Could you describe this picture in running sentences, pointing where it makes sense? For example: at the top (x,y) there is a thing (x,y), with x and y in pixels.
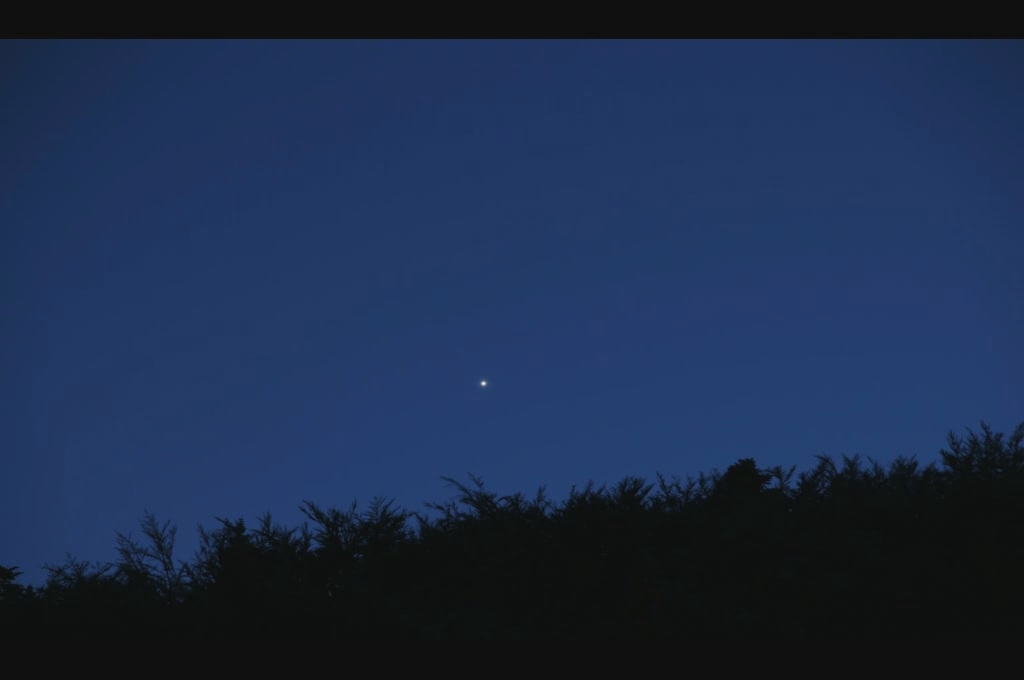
In this image in front (706,578) there are trees (726,581). In the background of the image (563,375) there is sky (496,379) and a light (485,380).
